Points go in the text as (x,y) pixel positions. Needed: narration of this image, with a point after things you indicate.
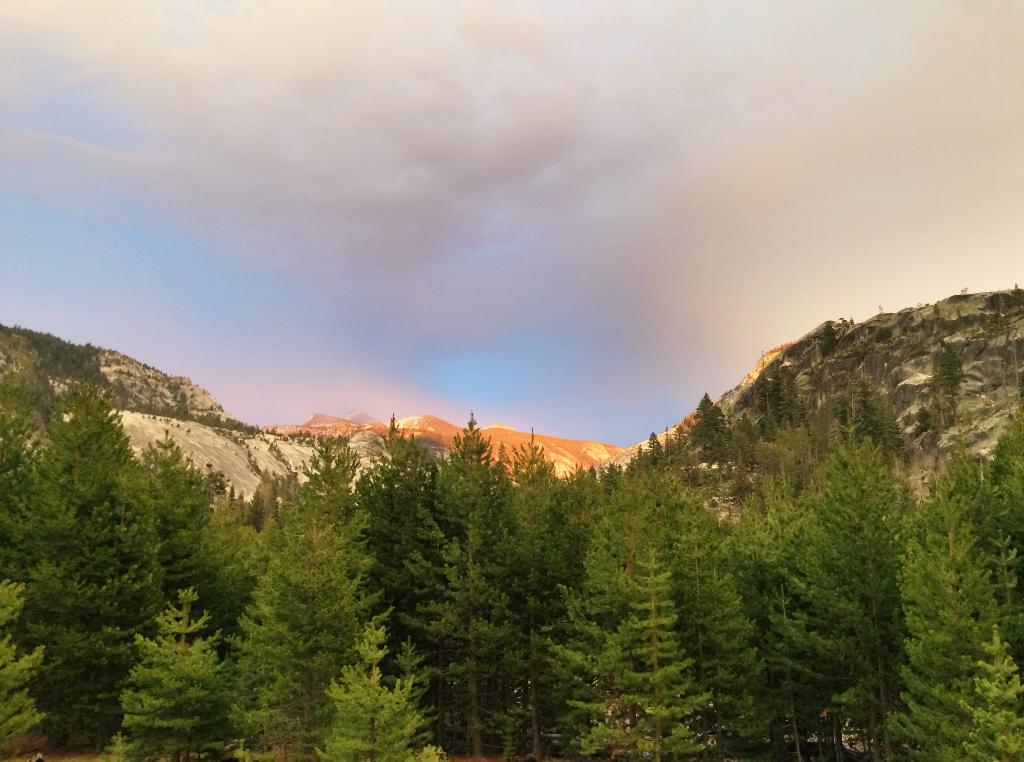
In this image, we can see mountains (966,424), trees (601,555). Background there is a sky (449,214).
